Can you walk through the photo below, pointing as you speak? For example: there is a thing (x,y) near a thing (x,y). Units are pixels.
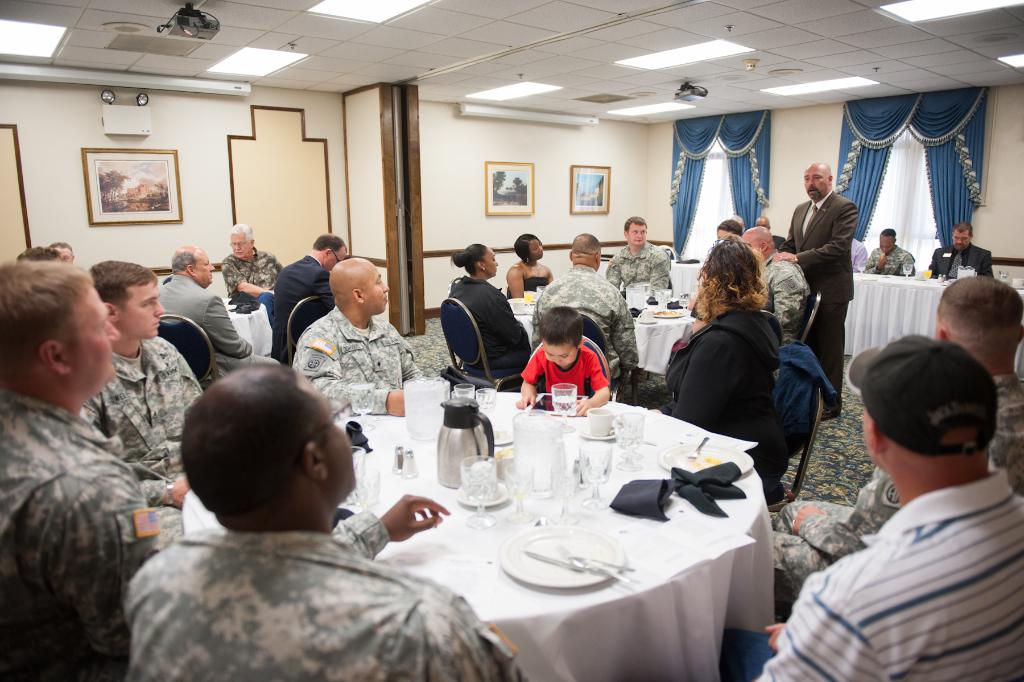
people (589,293) are sitting in groups (598,278) at tables (687,279) are listening to a man (814,186) who is standing and speaking.
